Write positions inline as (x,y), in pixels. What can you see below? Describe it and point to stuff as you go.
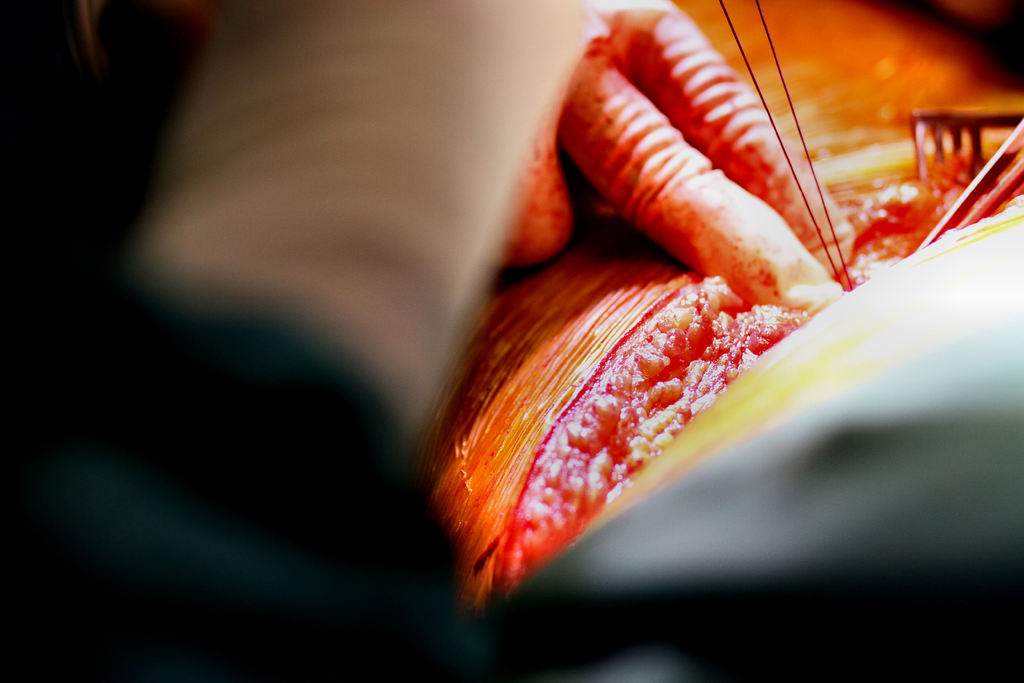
In this picture we can see a person's fingers (545,238), threads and some objects (967,280).
